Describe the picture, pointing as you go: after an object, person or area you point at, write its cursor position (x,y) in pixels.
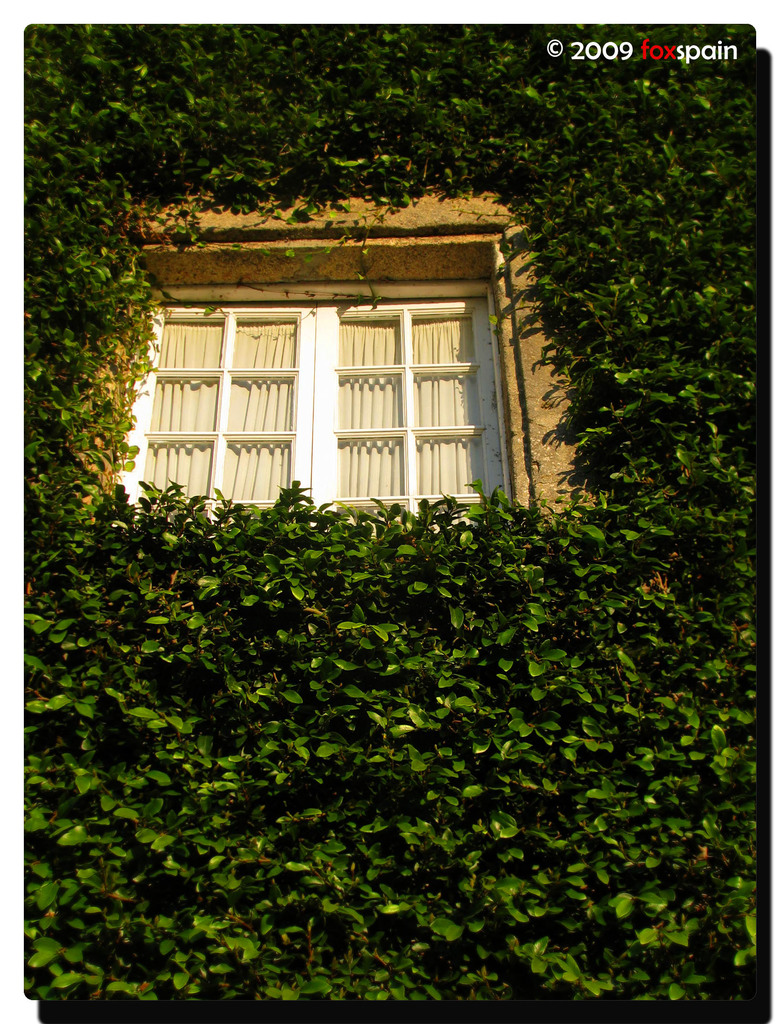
This is an edited picture. I can see a wall (192,194) with curtains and a window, there are leaves (519,140) and there is a watermark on the image.
